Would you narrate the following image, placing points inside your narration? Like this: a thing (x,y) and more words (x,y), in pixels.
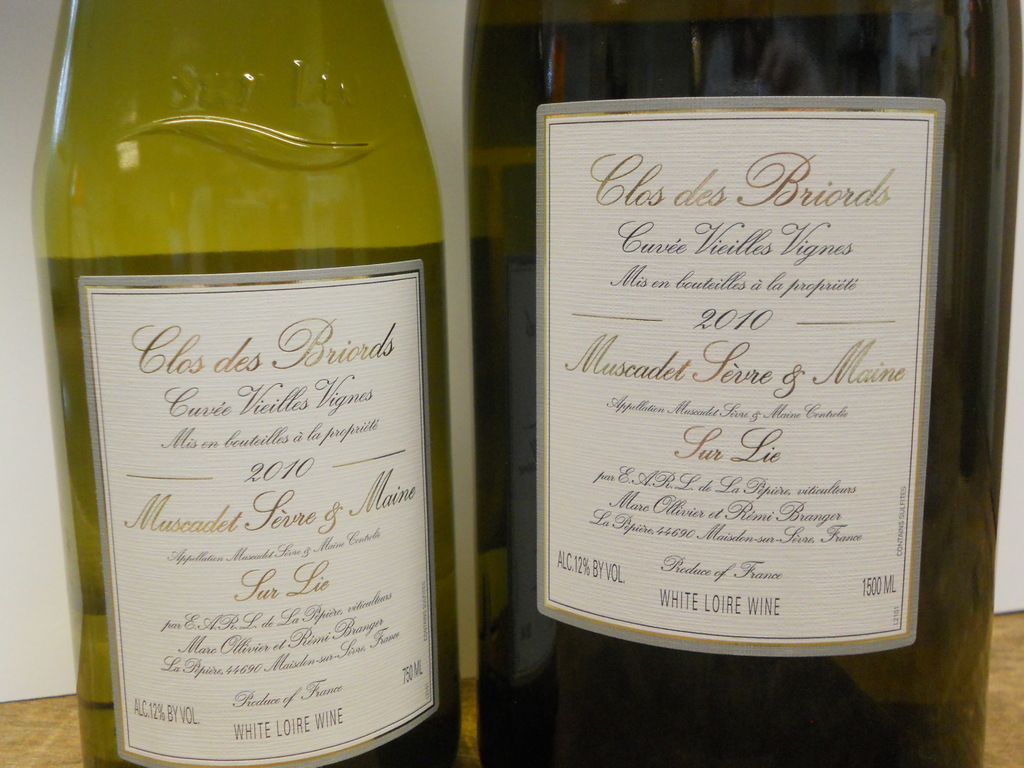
Two wine bottles (166,327) on a table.
